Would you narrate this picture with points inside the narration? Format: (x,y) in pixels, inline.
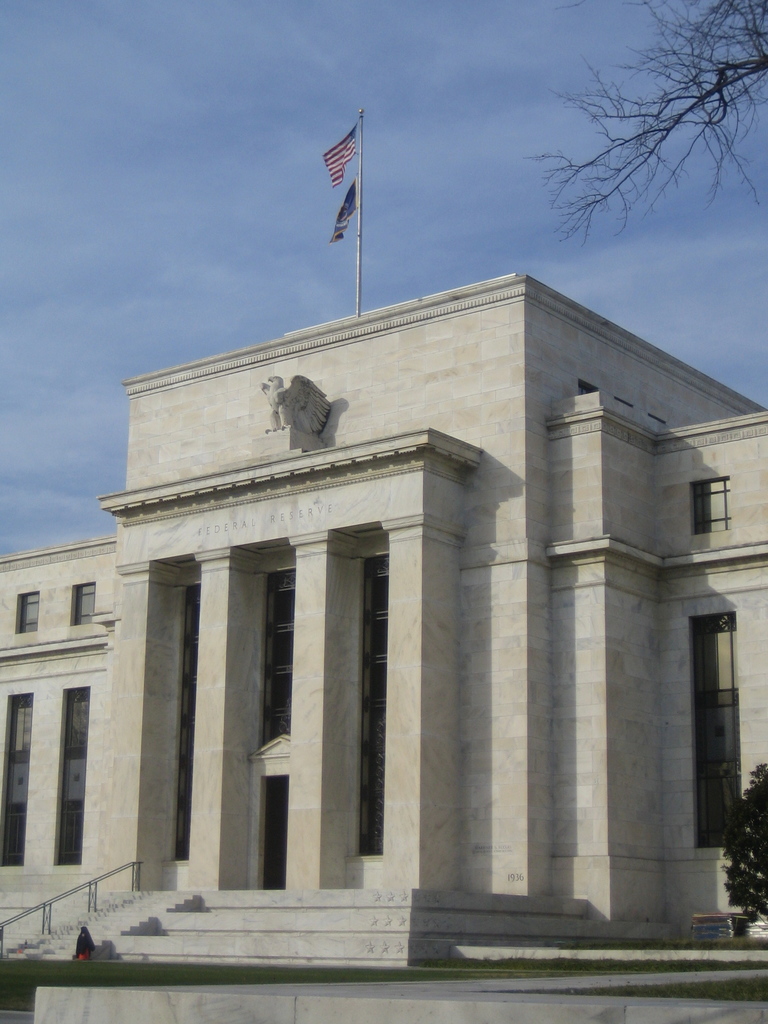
In the picture there is a central bank of united states (366,524), there is a flag of USA (343,166) on the organization (503,478), there is a plant (760,837) in front of the organization (707,816) on the right side (730,822).
